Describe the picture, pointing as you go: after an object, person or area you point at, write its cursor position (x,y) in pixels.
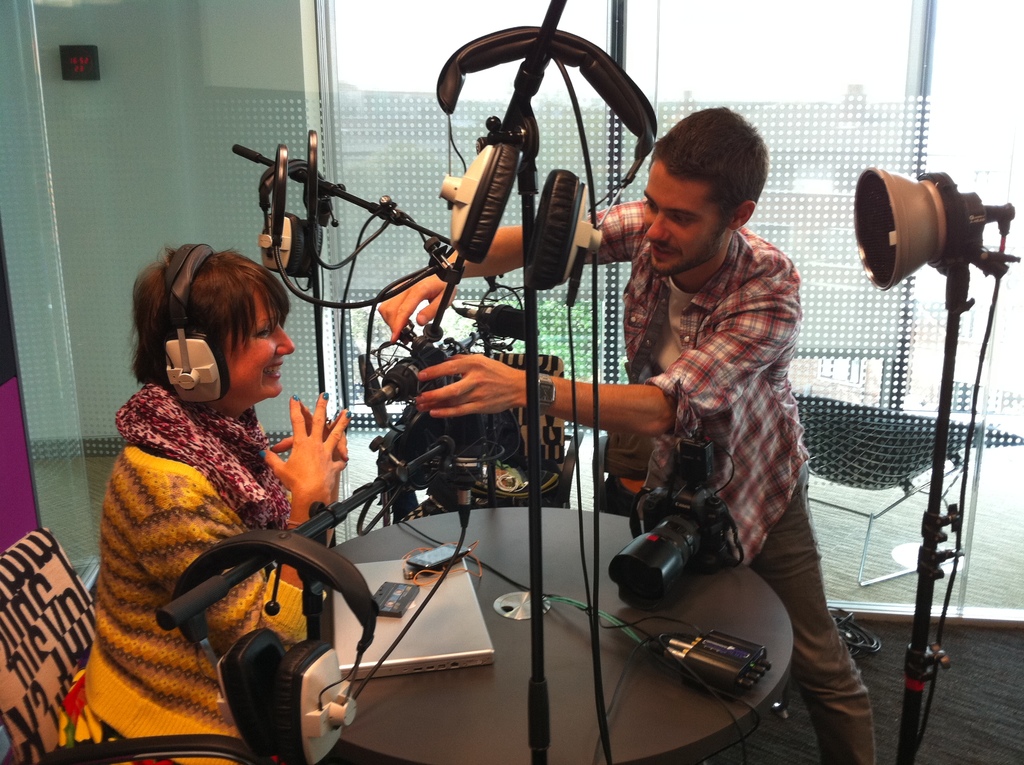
There is a person (224,315) sitting on a chair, wearing a headset (167,379) and smiling in front of a table (488,620) on which, there is a laptop (434,622), camera (702,472) and other objects (398,589). Above this table (578,575), there are mics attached to the stands (522,121). Beside this table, there is a person (677,233) adjusting this mic (374,362) near a light (952,218) which is attached to the stand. In the background (915,149), there is a glass window (669,12) which is attached to the wall (148,64).
